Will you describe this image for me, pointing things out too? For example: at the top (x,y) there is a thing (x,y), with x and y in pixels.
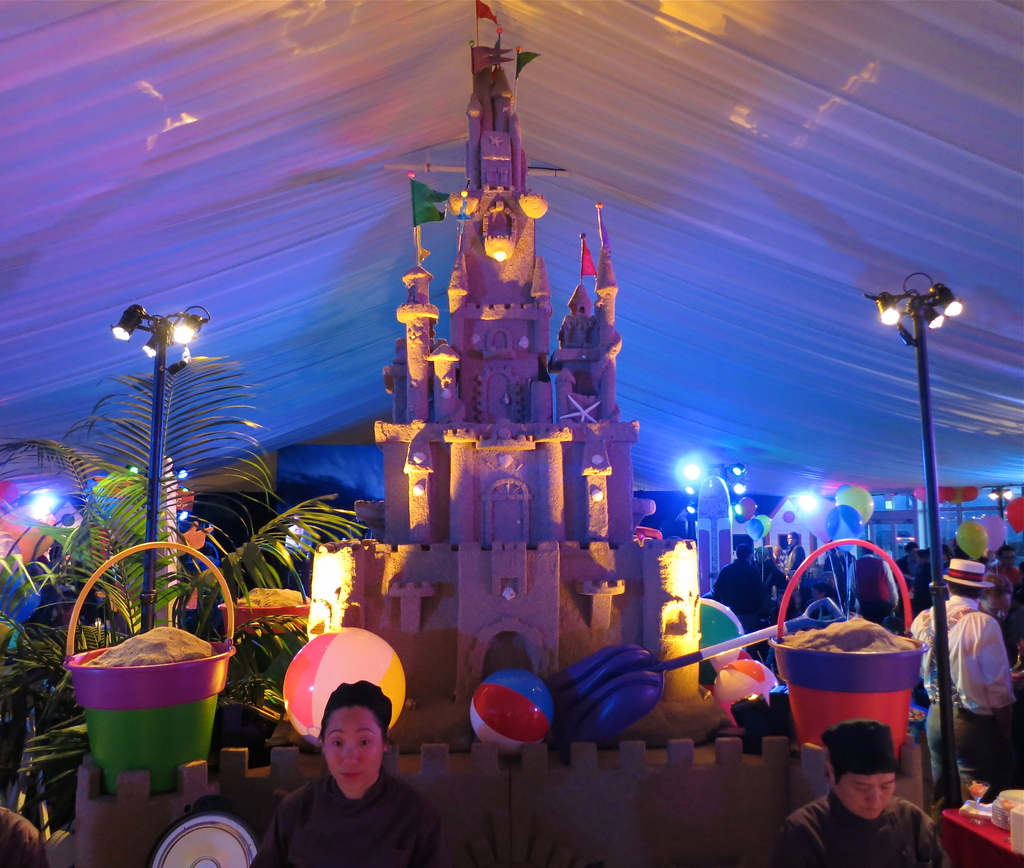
In this image there is a structure (376,506) with a sand (442,517) like a building (500,490), on top of it there are some toys (643,664), lights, flags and sand (813,642) in the two toy buckets (898,692). On the either side of that there are two focus light (924,386) and a tree (137,516), in front of that there are two people (327,818). In the background (956,488) there is some decoration (964,501) with lights (733,487) and balloons (841,518) and a few people (783,557) are walking, there are few objects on the surface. At the top of the image (604,31) there is a tent (200,114) in white color.
